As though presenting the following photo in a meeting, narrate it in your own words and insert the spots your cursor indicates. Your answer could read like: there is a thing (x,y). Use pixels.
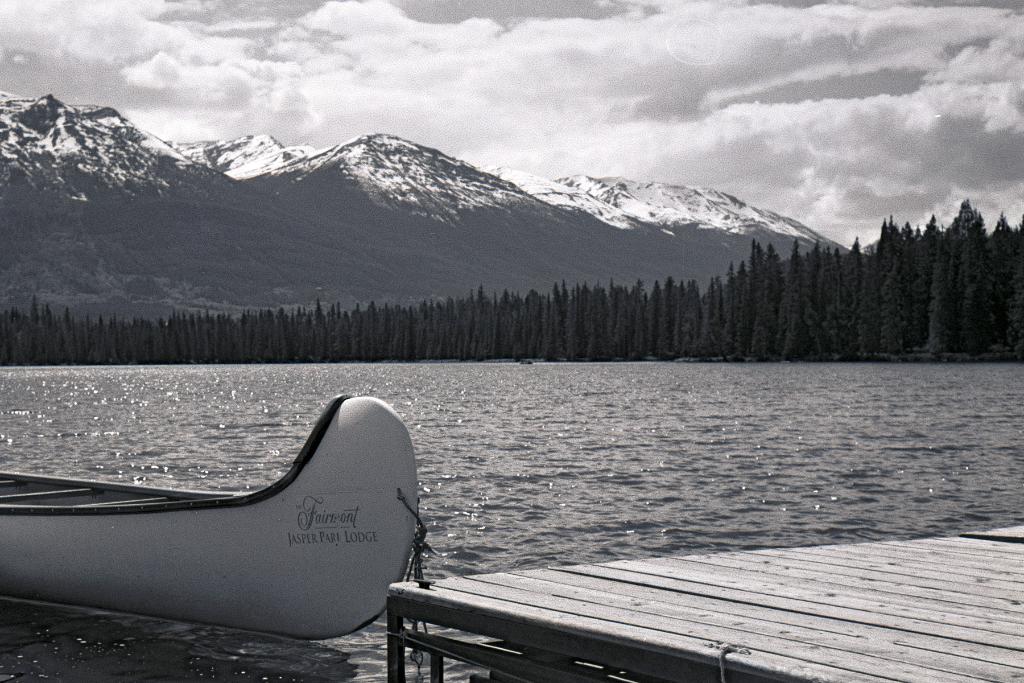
This is black and white image where we can see a boat (208,537) on the surface of water (603,443) and a wooden platform (850,606). Background of the image (22,353) trees (685,342) and mountains (480,266) are there. At the top of the image (207,27), the sky (452,27) is covered with clouds (487,84).
